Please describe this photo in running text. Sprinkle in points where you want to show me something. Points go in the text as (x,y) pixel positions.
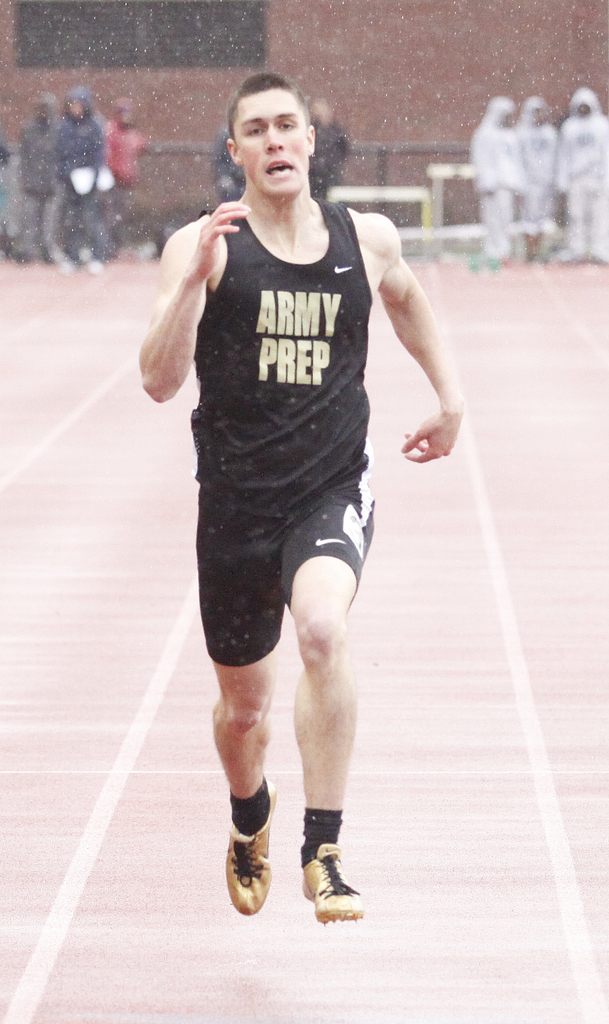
In this picture there is a person (295,364) wearing black dress (317,424) is running and there are few other persons (532,115) standing in the background (570,178).
